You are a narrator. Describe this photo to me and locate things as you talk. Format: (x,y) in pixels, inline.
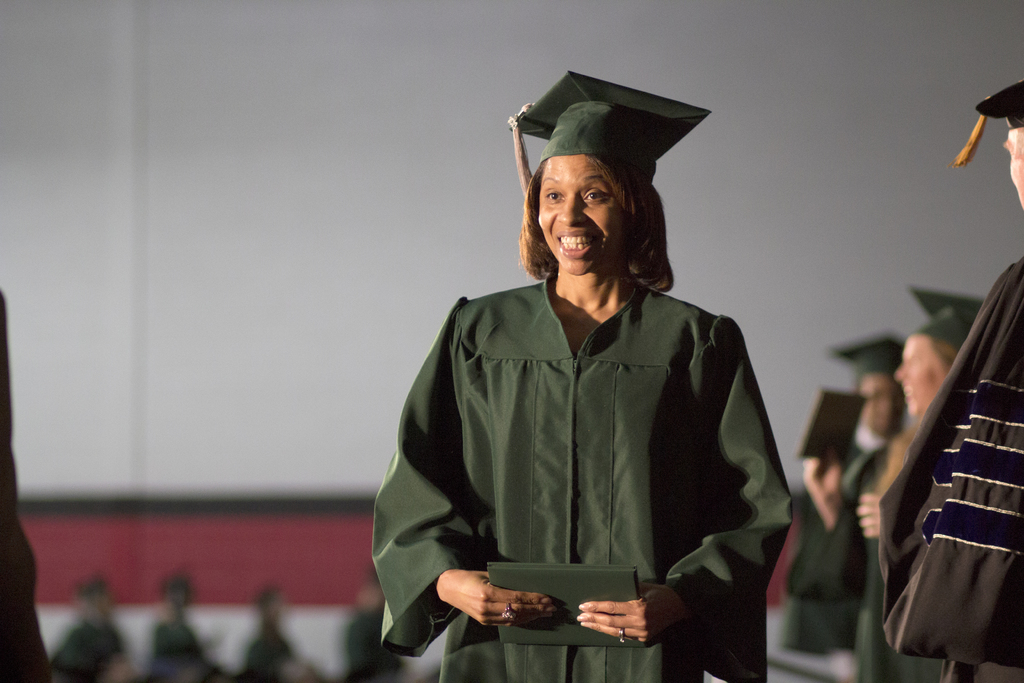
In this image there is a person (594,605) standing and holding an object (562,596), there are group of persons (914,472) standing towards the right of the image (951,530), there is a white background (288,230) behind the person (538,610).
